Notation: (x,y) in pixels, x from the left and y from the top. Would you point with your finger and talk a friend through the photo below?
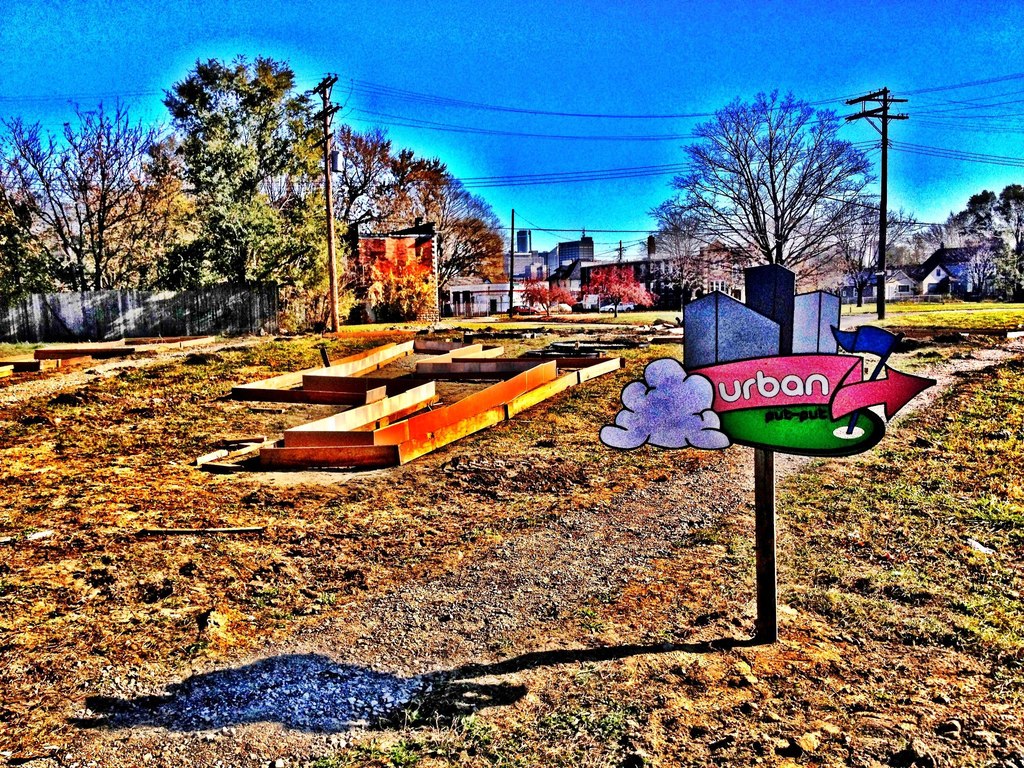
This image looks like an edited photo in which I can see grass (167,580), stones (589,509), light poles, boards (769,355), metal rods (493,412), trees (228,210) and wall fence (214,293). In the background (430,246) I can see houses (629,270), buildings (603,267), vehicles (567,304) on the road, plants (640,282) and the sky (488,145).
